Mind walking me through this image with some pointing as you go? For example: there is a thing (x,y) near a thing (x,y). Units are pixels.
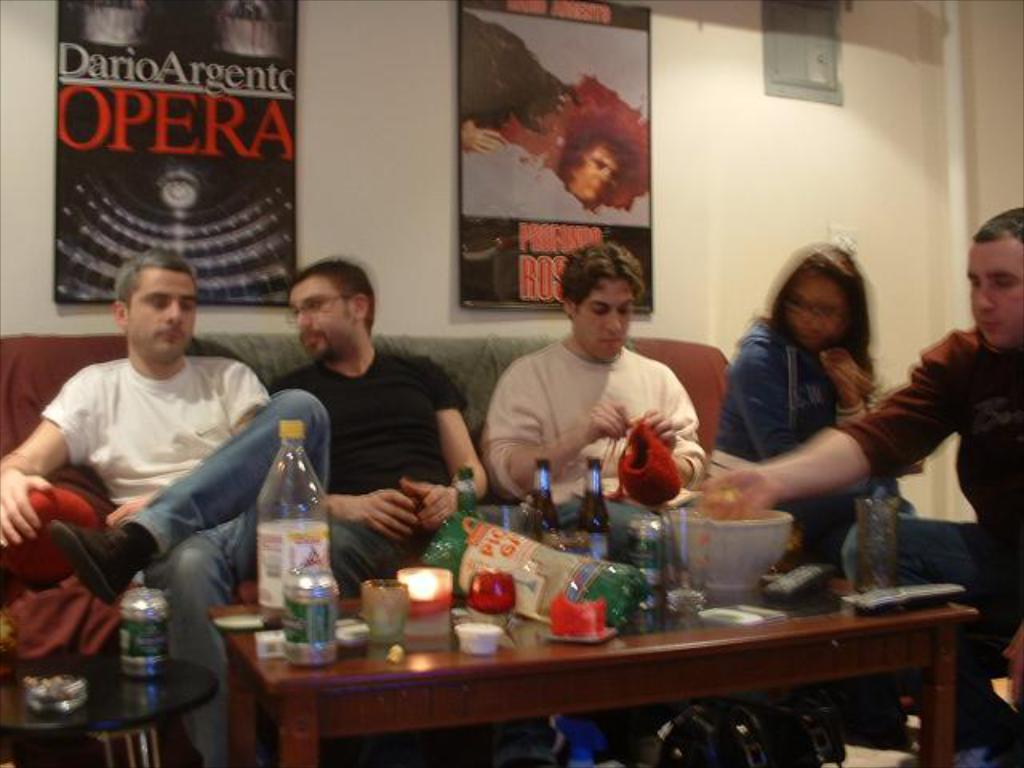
In the picture we can see four people (426,396) are sitting on a sofa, and one person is sitting on another sofa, here we can see four are men (527,409) and one woman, in front of them there is a table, on the table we can see bottles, glasses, candles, and a bowl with food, in the background (442,200) we can see a wall (314,48) with posters (476,260).
